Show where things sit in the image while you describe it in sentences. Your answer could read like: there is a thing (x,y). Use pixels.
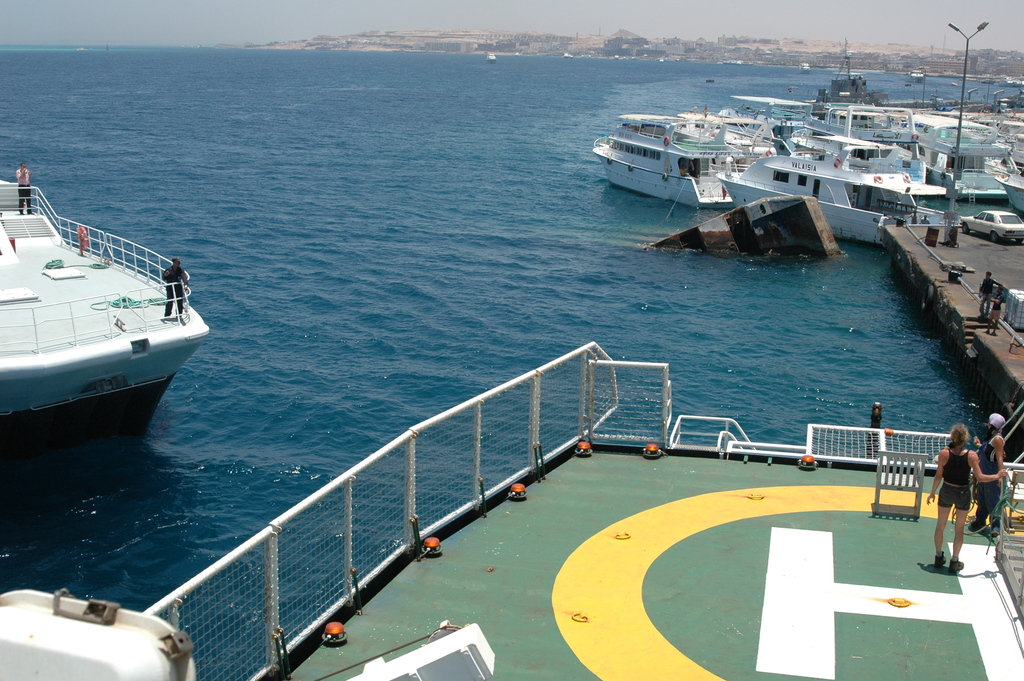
In this picture we can see some white boats (822,175) on the sea water (669,223). In the front (660,508) bottom side there is a cruise (683,531) with green helipad (600,647) made on it. On the top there are two women (966,481) standing and looking straight. In the background (423,87) we can see water (704,73) and some buildings (804,52).
